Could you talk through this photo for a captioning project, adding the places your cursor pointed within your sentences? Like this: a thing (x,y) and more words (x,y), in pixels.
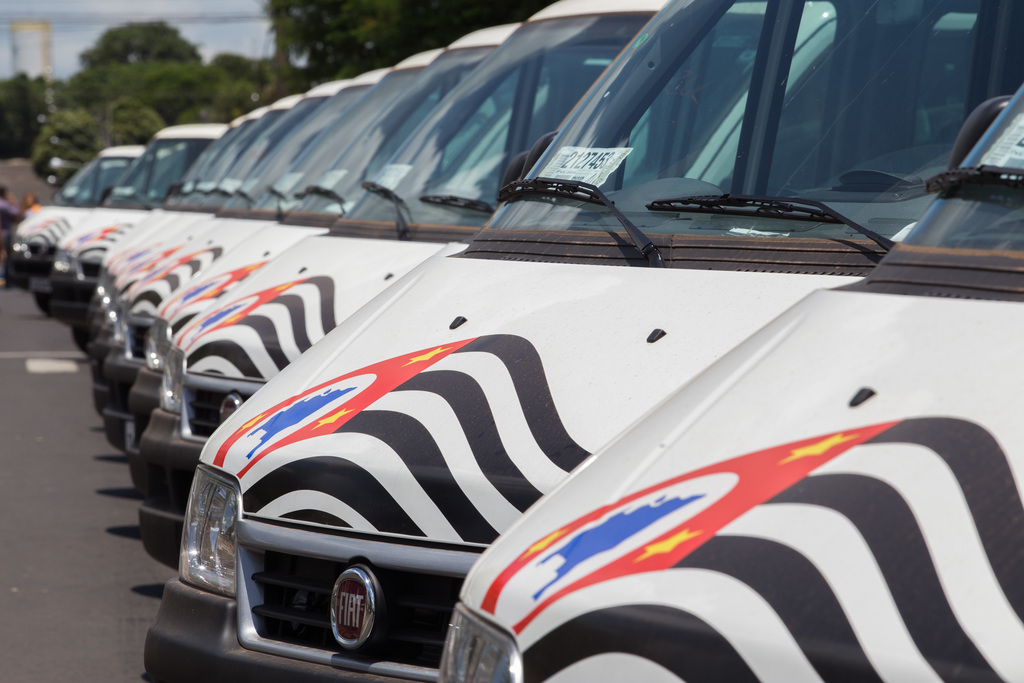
Here I can see many vehicles (255,455) on the road (46,432). These are facing towards the left side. In the background (198,83) there are many trees (262,78) and there is a building (25,50).
